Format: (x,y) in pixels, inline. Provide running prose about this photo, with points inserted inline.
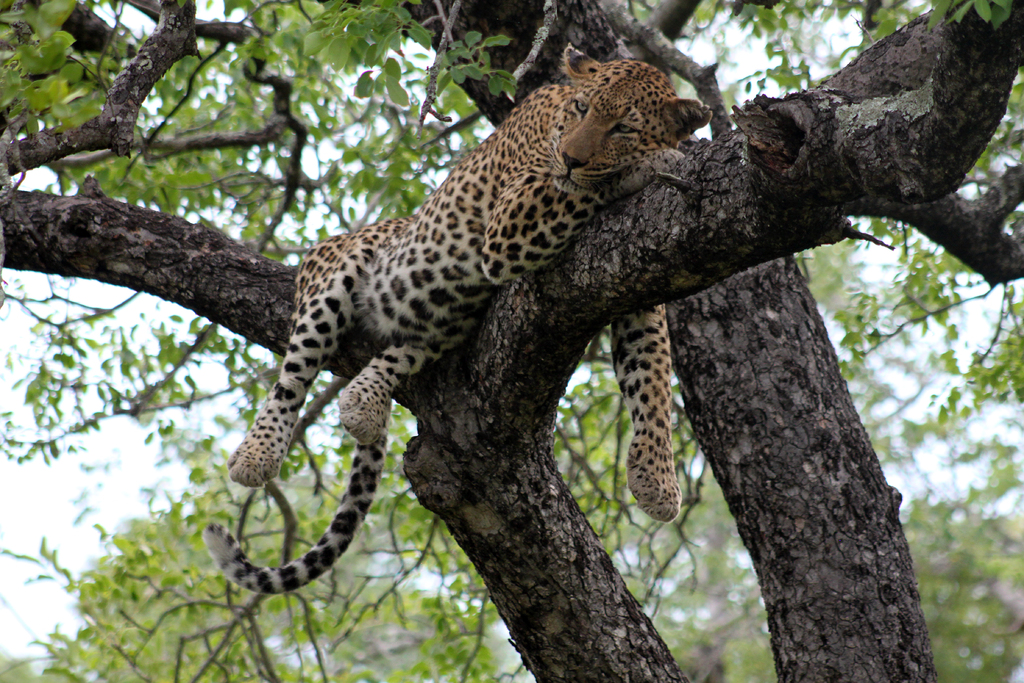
In this image we can see a leopard (477,242) on a branch (578,238) of a tree (743,427). In the background (448,559) we can see branches (1006,267) of trees (918,506). Also there is sky (29,471).
